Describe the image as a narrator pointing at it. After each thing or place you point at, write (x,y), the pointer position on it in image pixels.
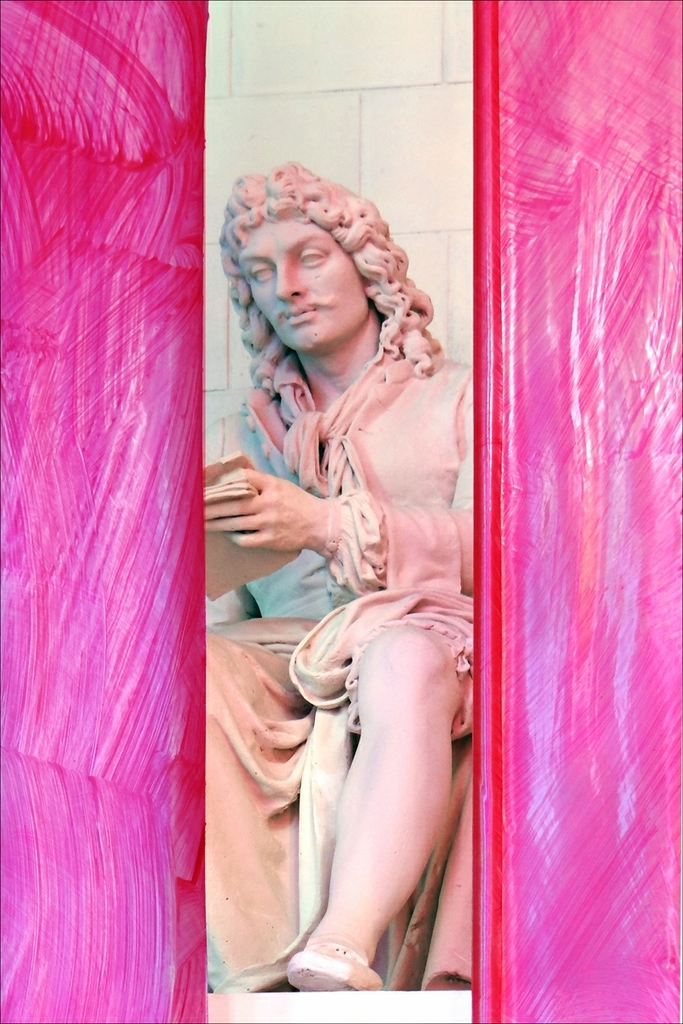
In this image we can see a sculpture (240,315). Left side of the image (96,324) and right side of the image (601,382) it is in pink color.
